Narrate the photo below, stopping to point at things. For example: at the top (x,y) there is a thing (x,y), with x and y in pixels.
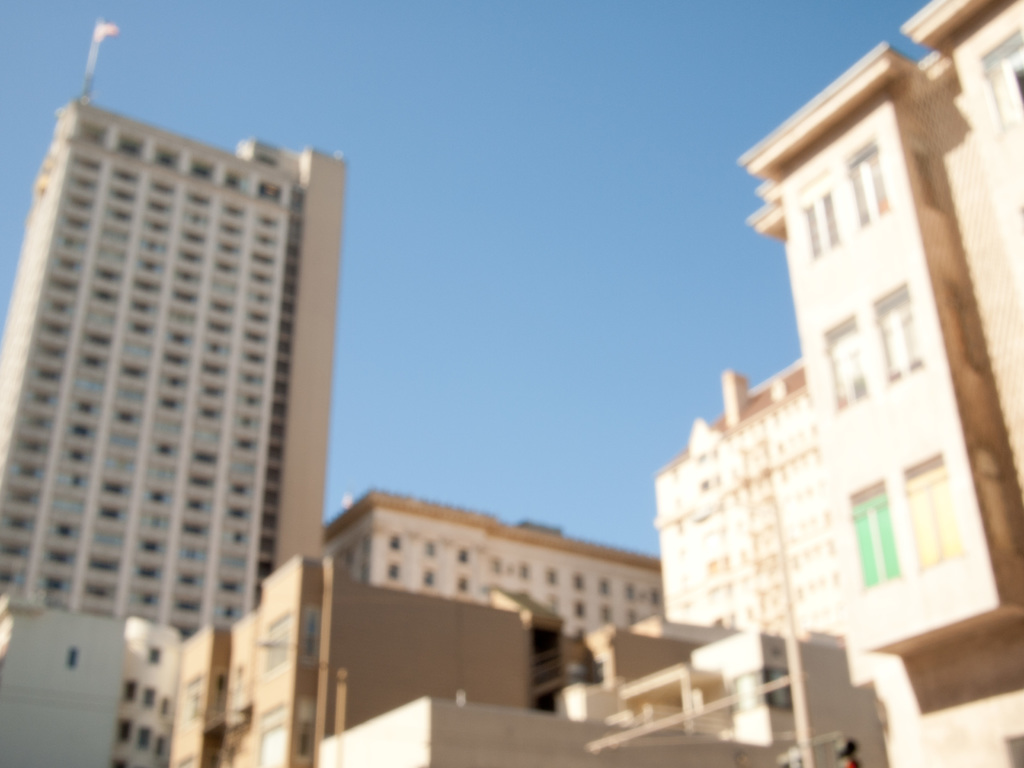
In this image we can see a few buildings (436,516).
